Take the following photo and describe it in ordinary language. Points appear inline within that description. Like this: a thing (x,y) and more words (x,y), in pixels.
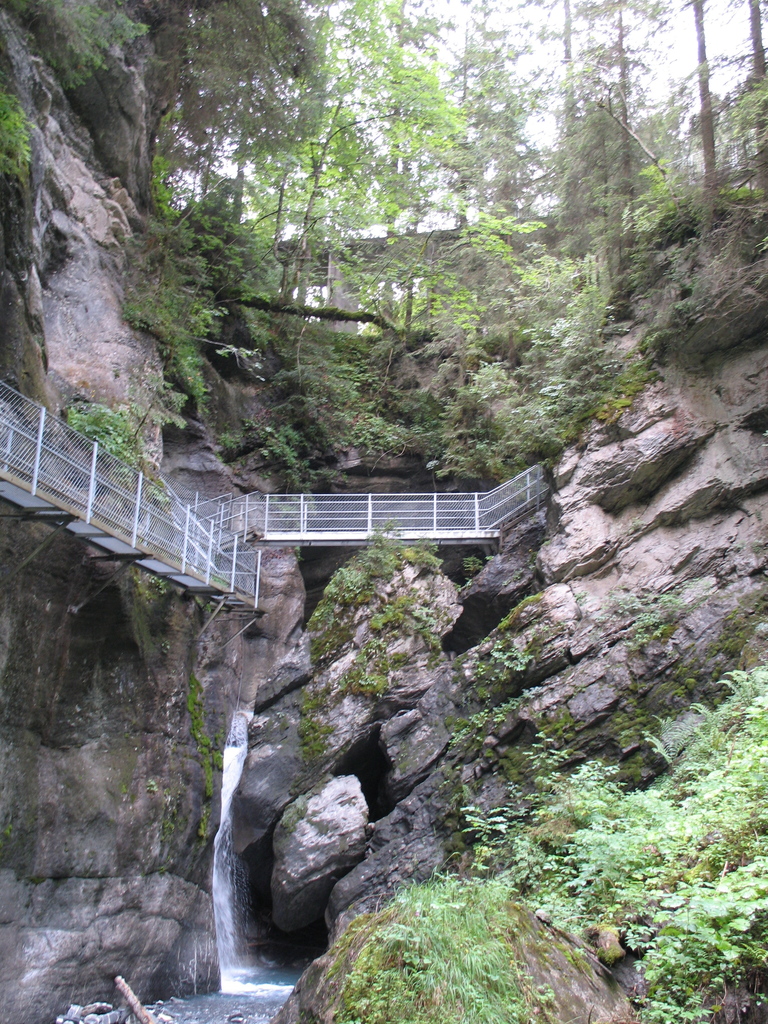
In this image, we can see mountains (380,478), there is a bridge (340,501), we can see waterfall (230,953). There are some plants (709,869) and trees (407,98).
